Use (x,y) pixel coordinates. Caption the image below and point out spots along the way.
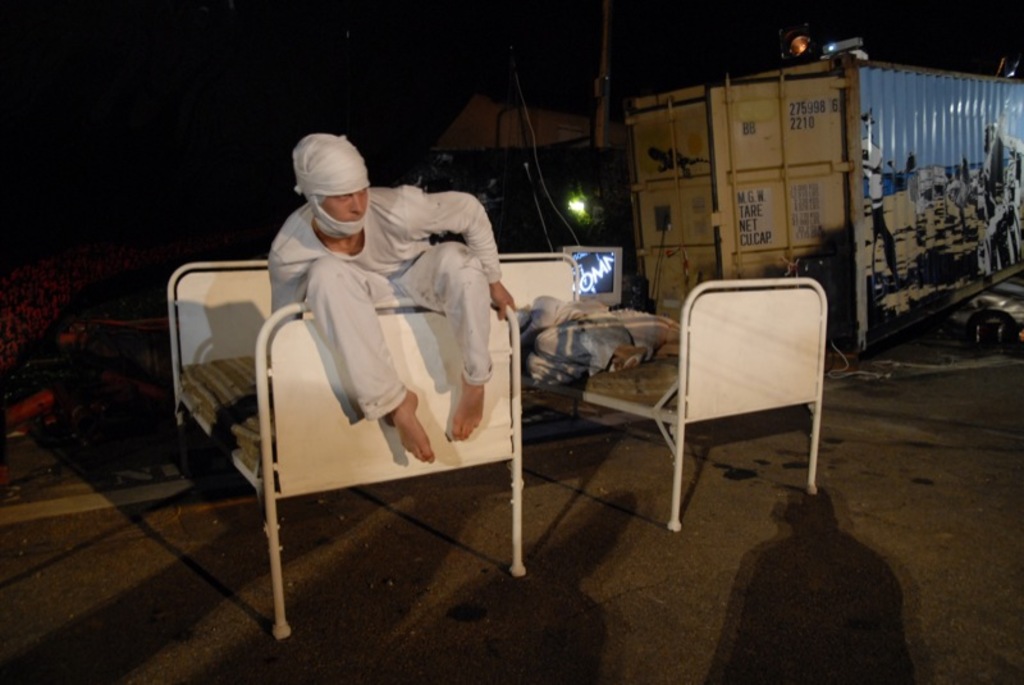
In this image I can see a person (418,287) sitting on the bed (412,306) and he is wearing the white dress (404,266) and a head wear (341,174). To the right (710,307) there is another bed (688,313) and a person (633,353) is sleeping on it. In the back (636,139) there is a screen (616,277), light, container (956,113) and it is in blue color. And they are on the road (687,579).
